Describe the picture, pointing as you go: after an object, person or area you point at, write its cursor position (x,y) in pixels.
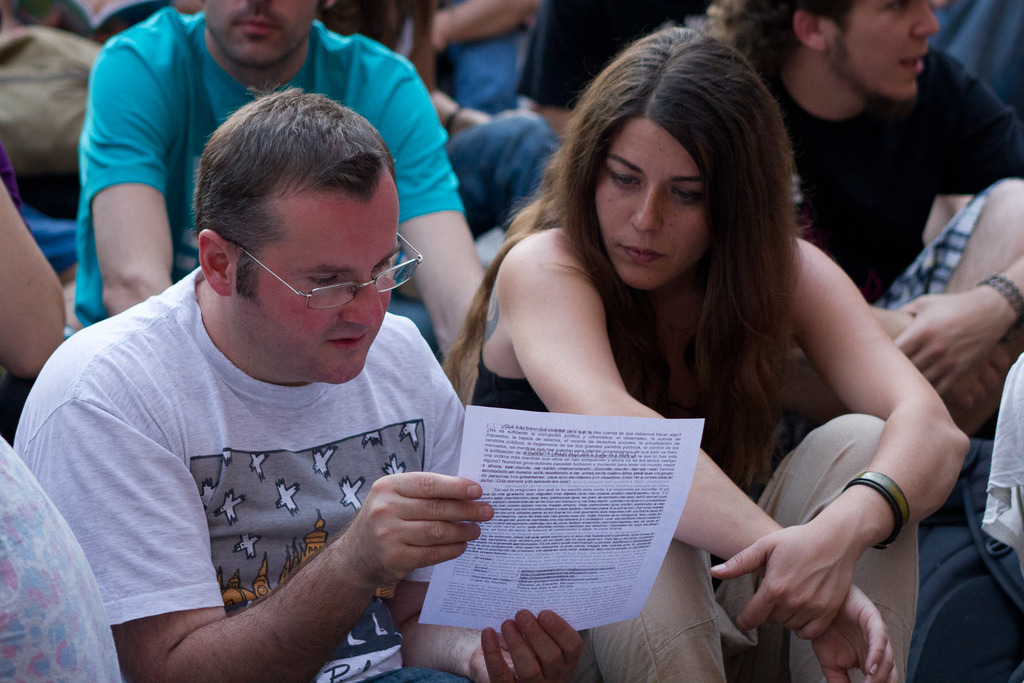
In this image in the front (342,389) there is a person (341,437) sitting and holding a paper (476,552) in his hand (429,563). In the background (424,158) there are persons (430,136) sitting.
